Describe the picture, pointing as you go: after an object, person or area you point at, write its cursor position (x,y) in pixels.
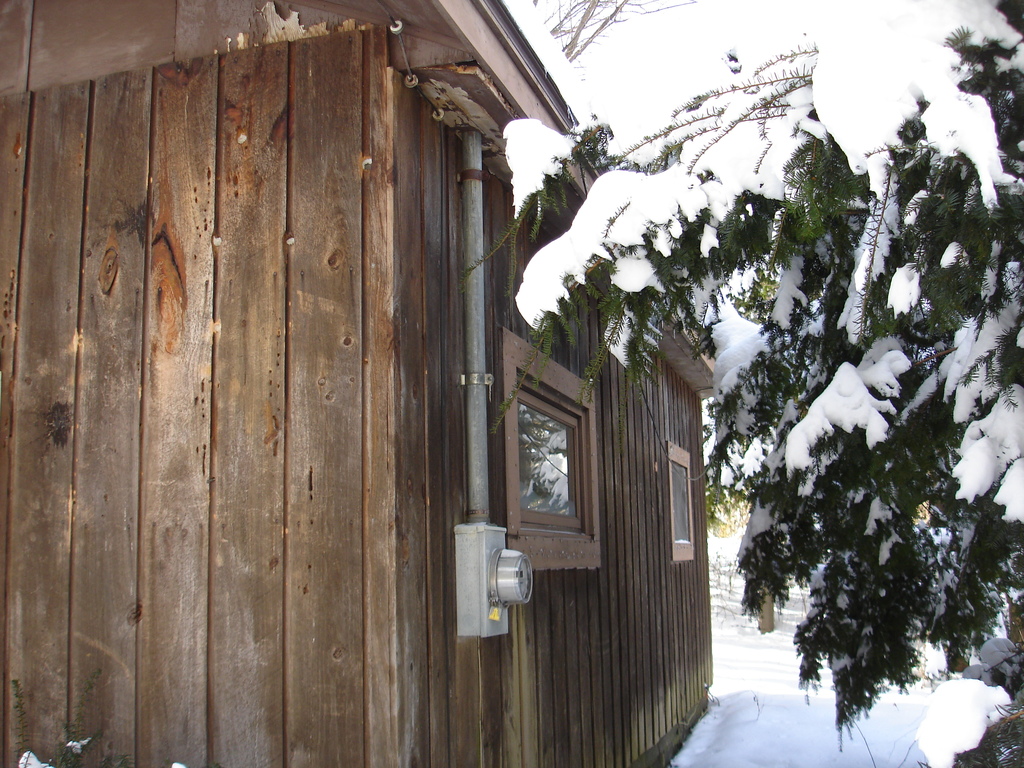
In this image I can see a house (262,429) which is made up of wooden blocks (274,359) which is brown in color. I can see a metal pipe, a tree (869,492), snow (877,408) on the tree (870,215) and in the background (676,13) I can see few trees (587,9) and the sky (657,33).
